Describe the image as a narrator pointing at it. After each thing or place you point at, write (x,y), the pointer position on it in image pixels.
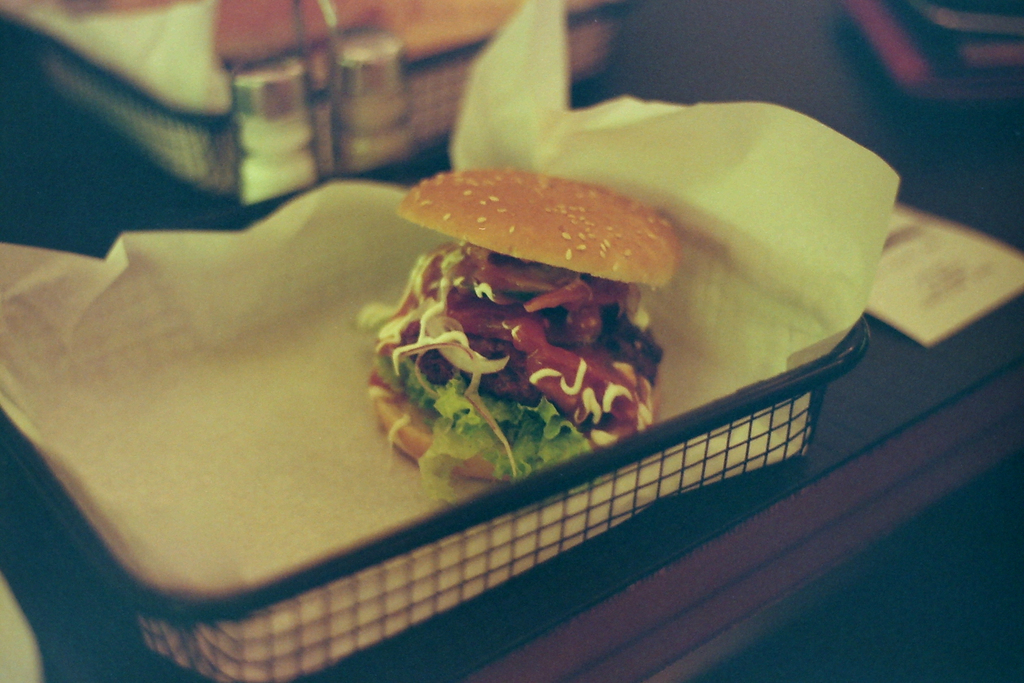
In this picture we can see a tray (537,563) on an object (659,526) and in the tray (428,568) there is a paper (231,402), bun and some food items (444,350). Behind the tray (164,291) there are some other things (163,115).
